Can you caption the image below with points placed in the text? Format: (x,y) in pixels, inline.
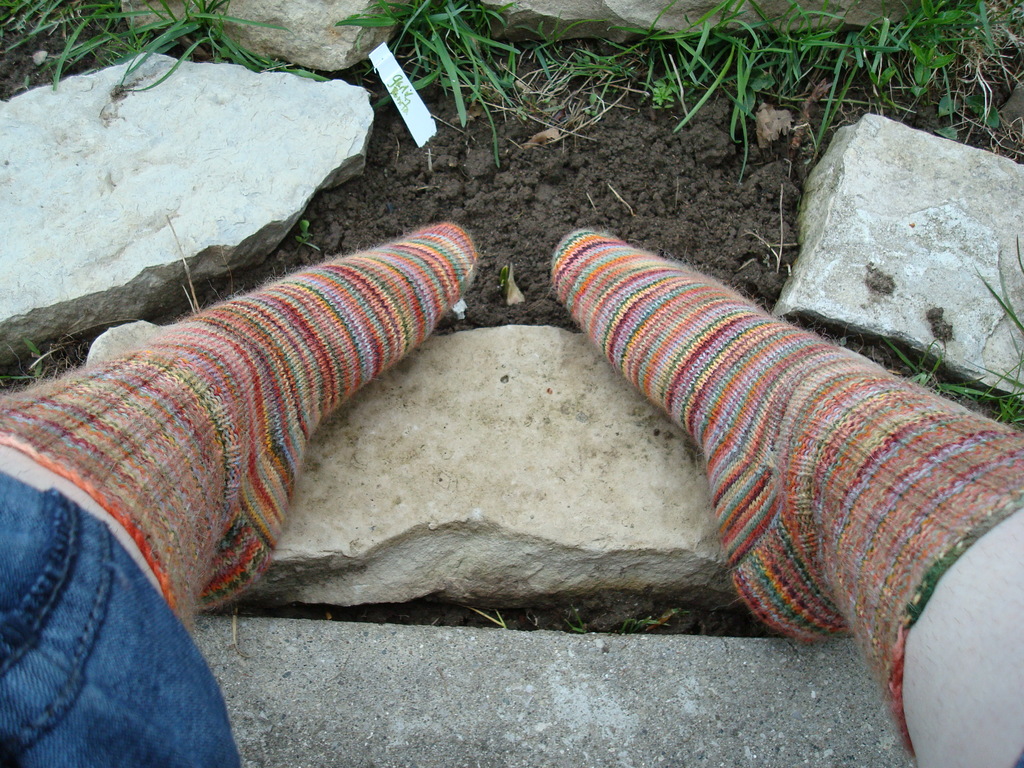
In this image I can see a person's legs (110,479) who is wearing jeans (85,610) and socks (310,357) and in the background (860,316) I can see few rocks (468,433) which are white in color, the ground (671,198) and some grass (621,49). I can see a white colored object (395,65) on the ground (398,138).
